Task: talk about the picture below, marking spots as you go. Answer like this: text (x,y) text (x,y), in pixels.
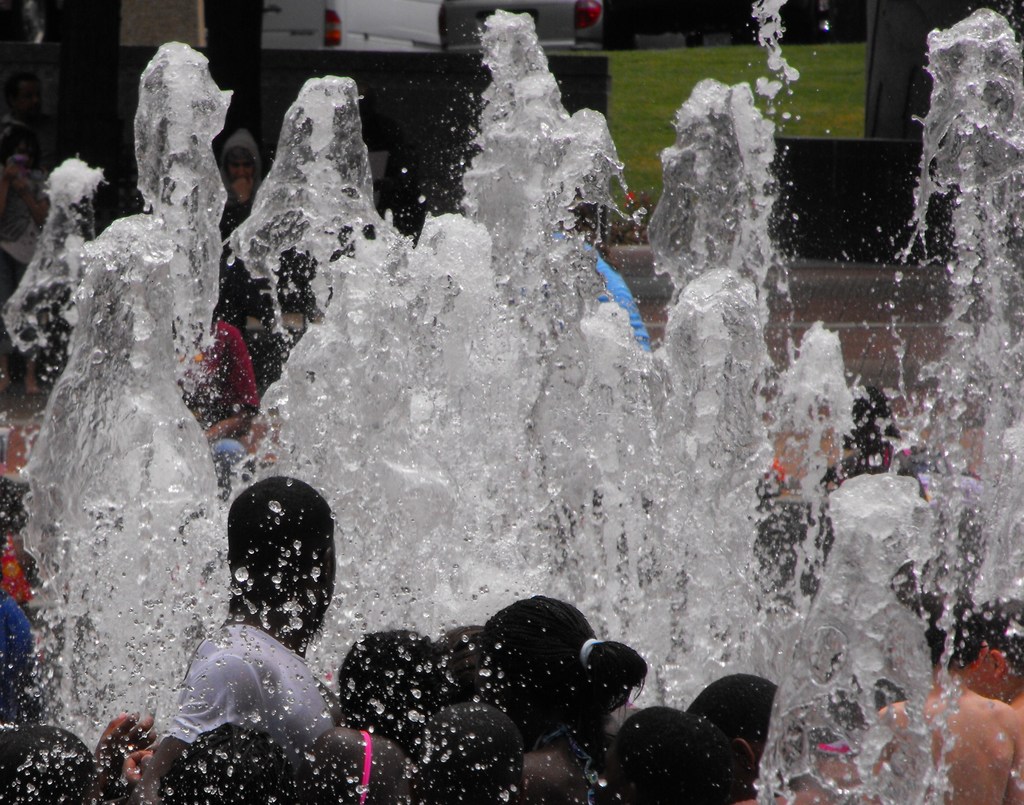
There are few persons (550,718) and there is water (504,402) on the either sides of them and there are vehicles (363,25) in the background (465,35).
